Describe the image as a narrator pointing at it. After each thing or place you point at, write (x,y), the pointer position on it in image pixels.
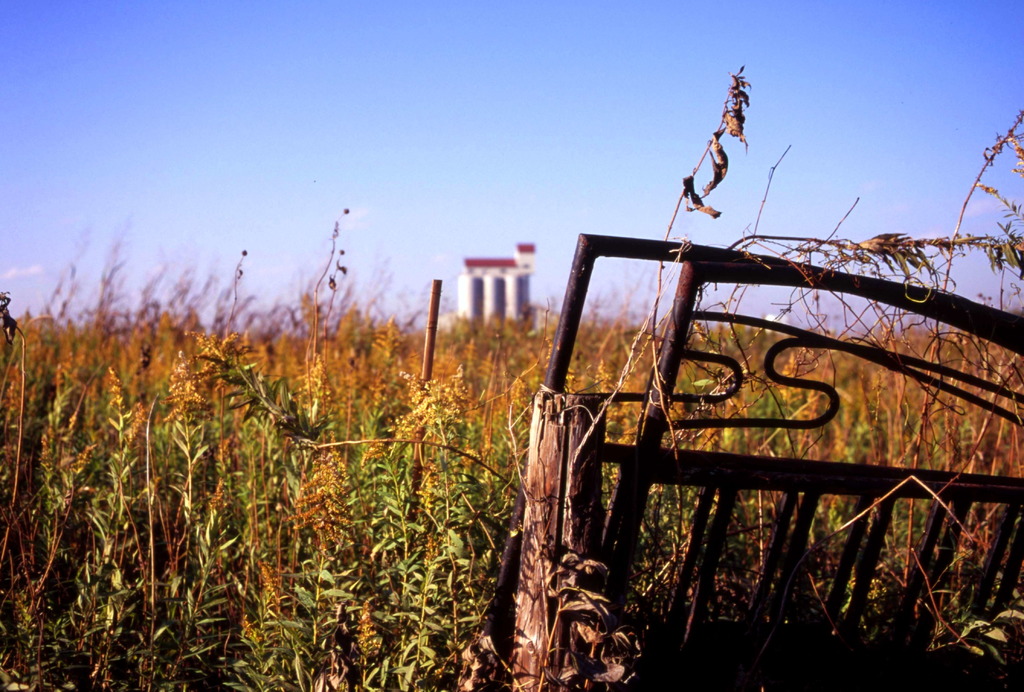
This image is taken outdoors. At the top of the image (246,130) there is a sky (460,111). At the bottom of the image (315,574) there are many plants (314,456) and there is a railing (671,362). In the background (457,314) there is a building (480,300). In the middle of the image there is a bark (535,481).
